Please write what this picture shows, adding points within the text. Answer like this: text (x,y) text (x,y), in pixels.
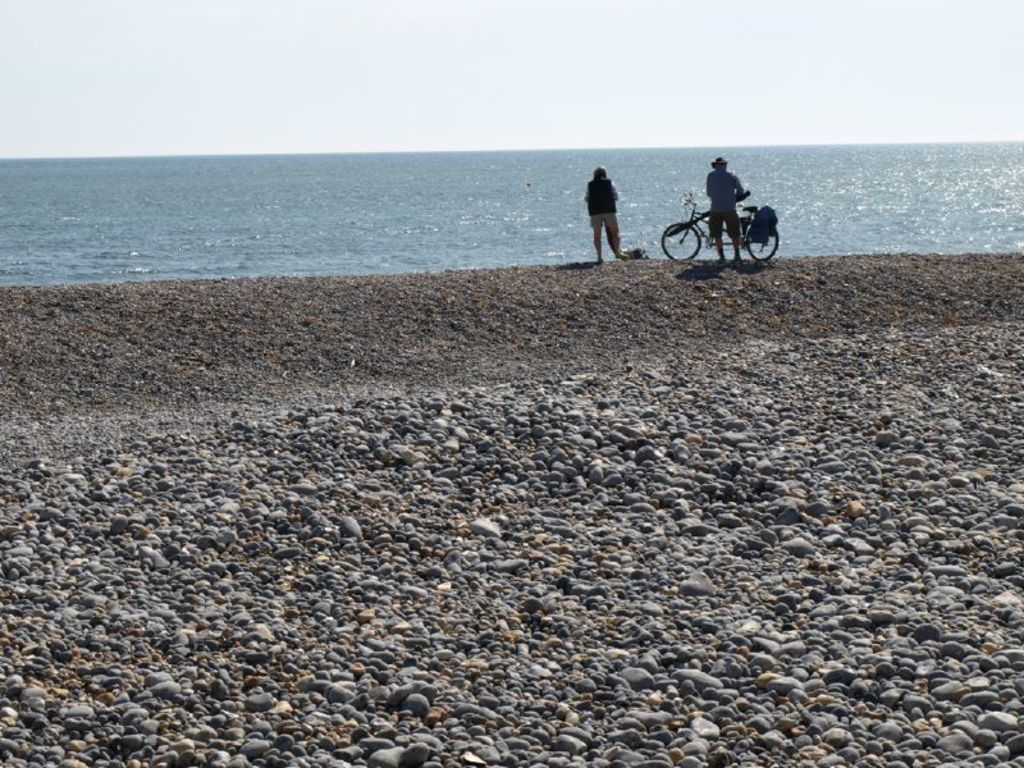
In this image we can see two persons (591,196) and a bicycle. Behind the persons (604,192) we can see the water (600,163). At the top (552,144) we can see the sky (475,106). In the foreground (577,438) we can see the stones (487,576).
